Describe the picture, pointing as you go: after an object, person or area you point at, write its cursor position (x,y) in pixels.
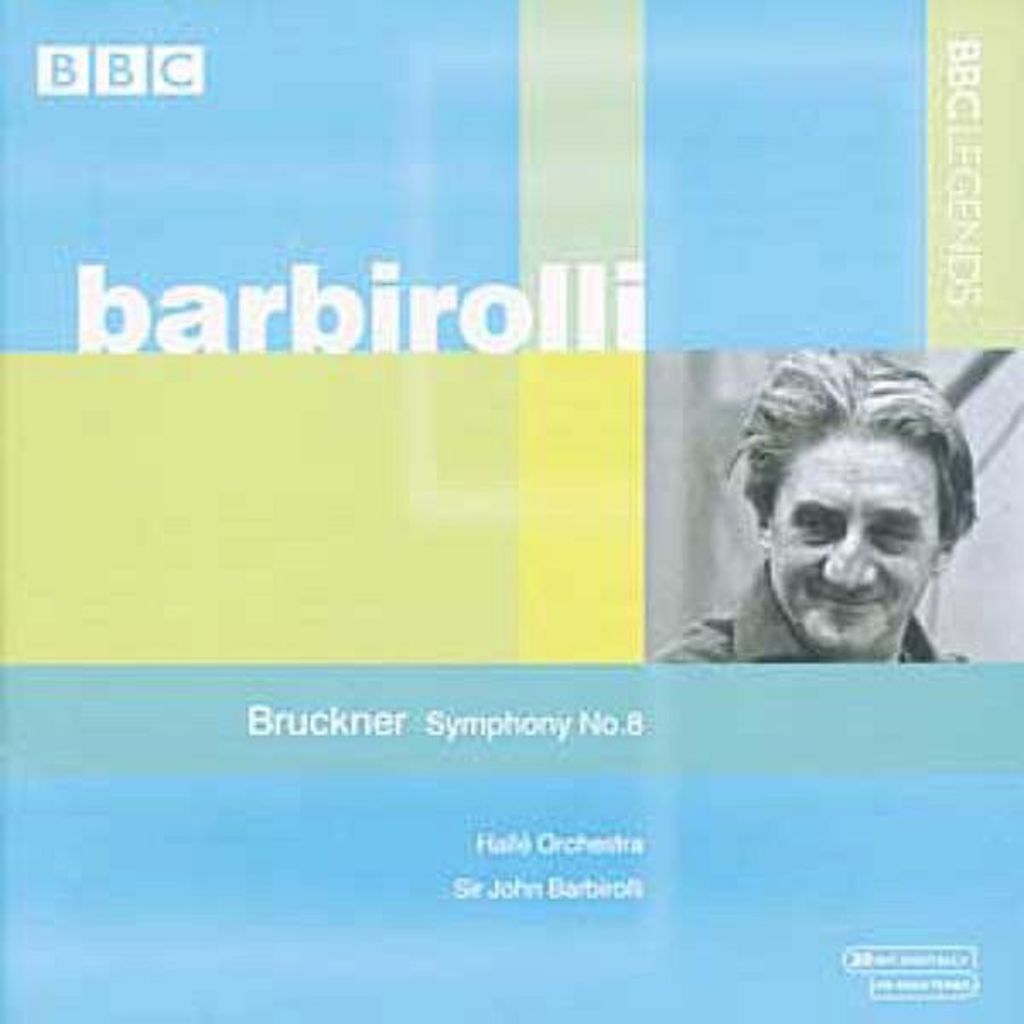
This is a picture of a poster (442,634), where there is a photo (811,476) of a person (953,444), numbers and words (377,303) on it.
